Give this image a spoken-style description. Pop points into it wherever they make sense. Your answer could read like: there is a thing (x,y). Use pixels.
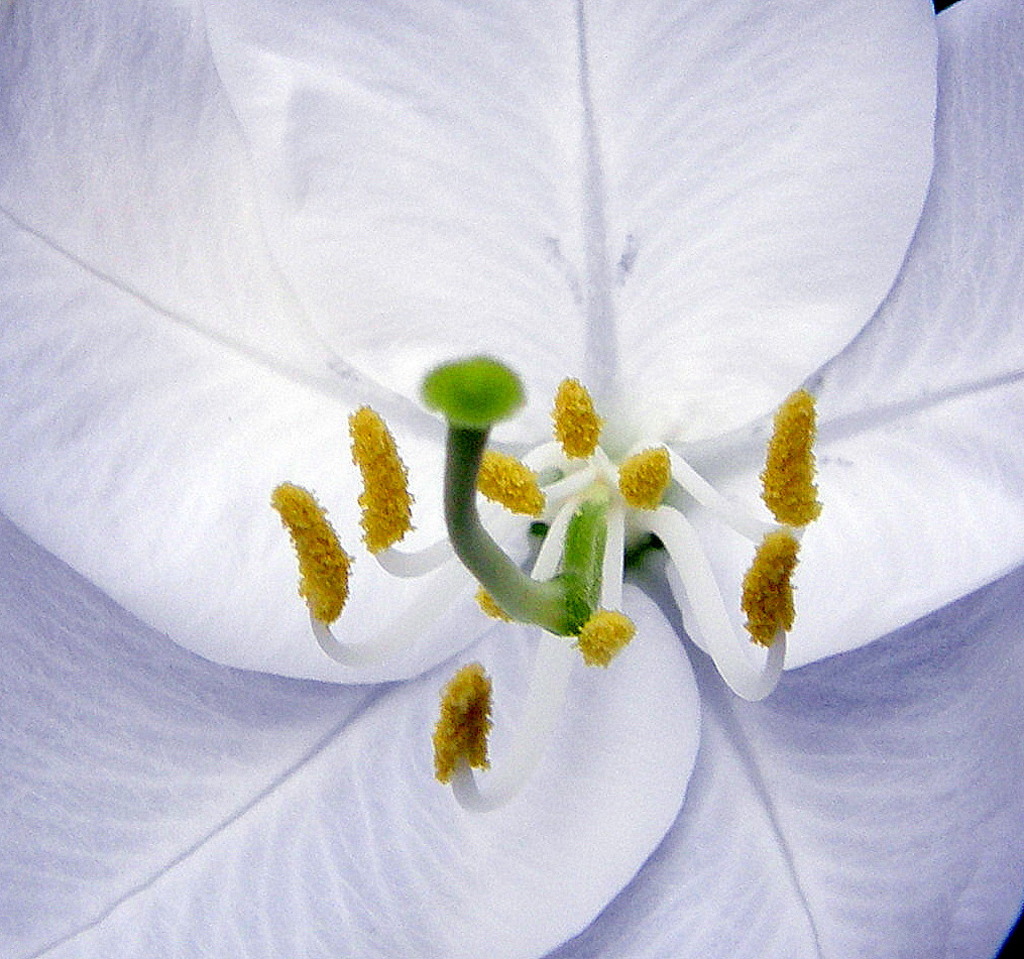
There is a flower (432,298) having white color petals (233,233), white color filaments (419,560), yellow color anthers (453,761), green color stigma (493,388) and green color style (508,588).
